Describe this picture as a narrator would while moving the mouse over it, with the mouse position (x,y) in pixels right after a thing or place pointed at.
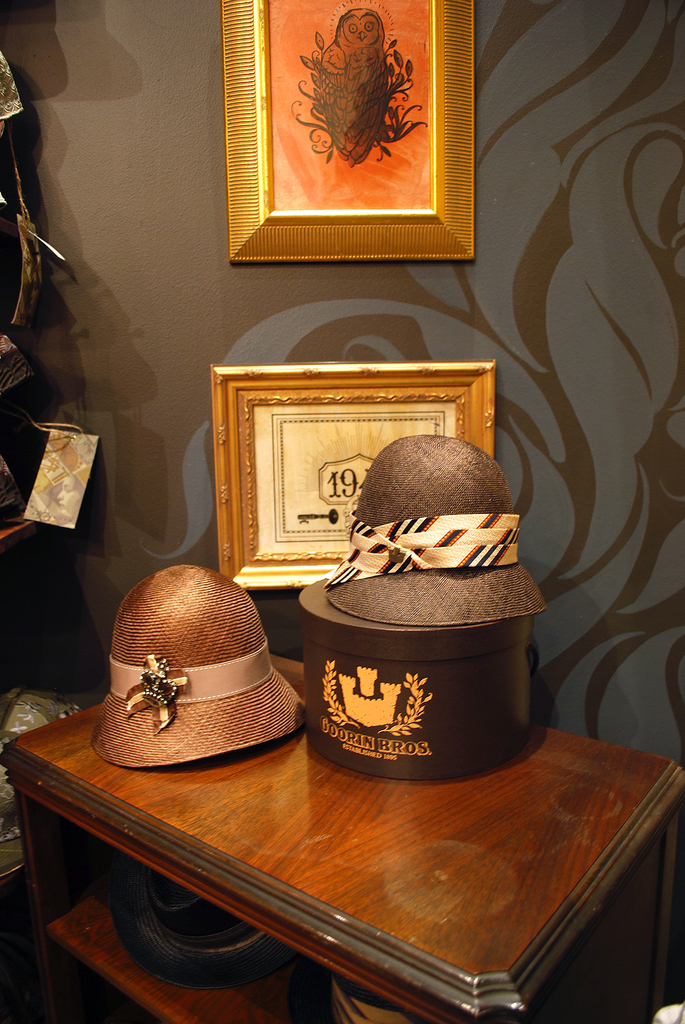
In this image we can see a photo (363,193) on the wall (177,491). There are few objects (378,711) placed on the wooden object (558,773). There are many objects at the left side of the image (67,701). There are few hats (251,952) in the image.
